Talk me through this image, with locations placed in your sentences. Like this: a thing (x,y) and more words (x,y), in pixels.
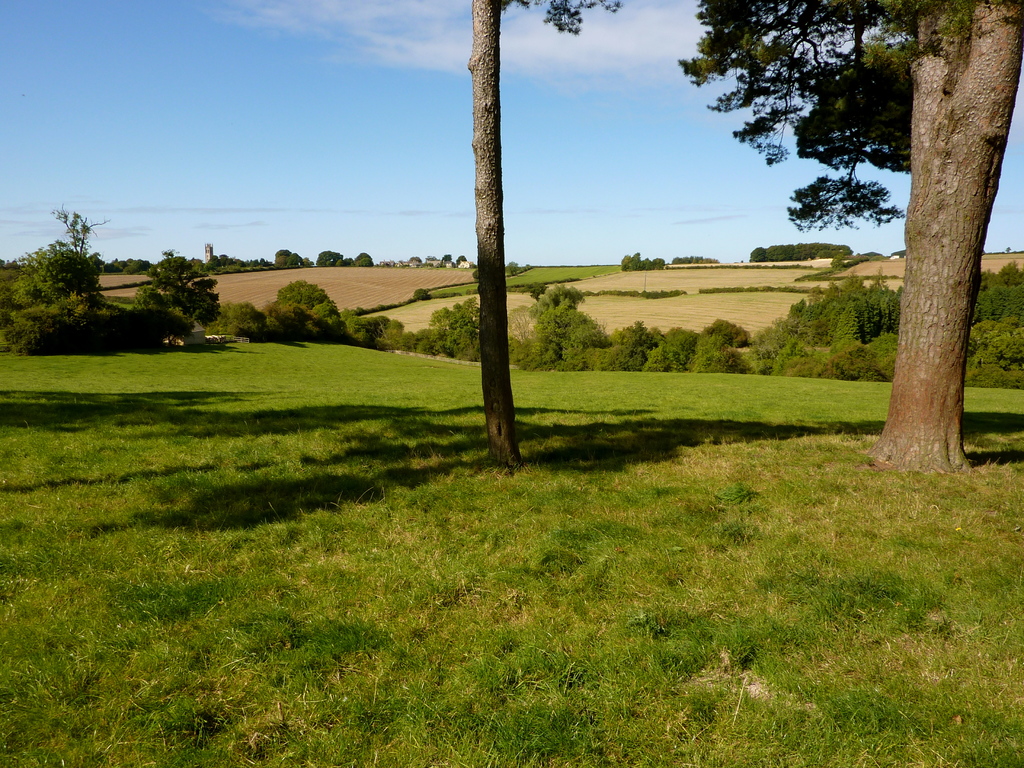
In the foreground of this picture (374,588), we can see grass (549,425) and trees (994,26). In the background (678,311), we can trees (681,345), fields (683,325), sky (661,227) and the cloud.
